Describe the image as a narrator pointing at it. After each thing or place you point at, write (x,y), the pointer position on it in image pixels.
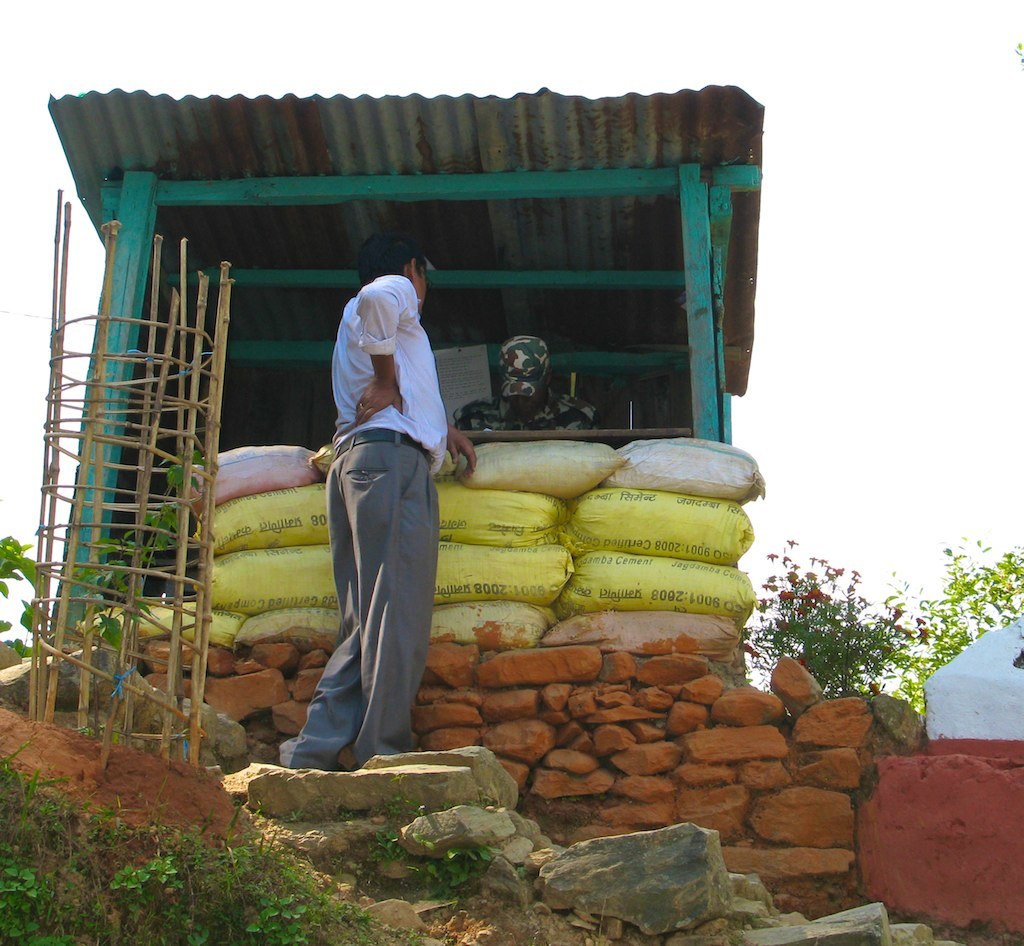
In the image there is a man (400,553) standing beside some bags (446,519) and behind the bags (517,456) another person (478,420) is observing the bags (532,487) and there is a metal sheet (629,226) above the second person (521,406) and the first person (319,765) is standing on the rocks (620,865). in the background (883,658) there are few plants (914,634) and sky (908,346).
